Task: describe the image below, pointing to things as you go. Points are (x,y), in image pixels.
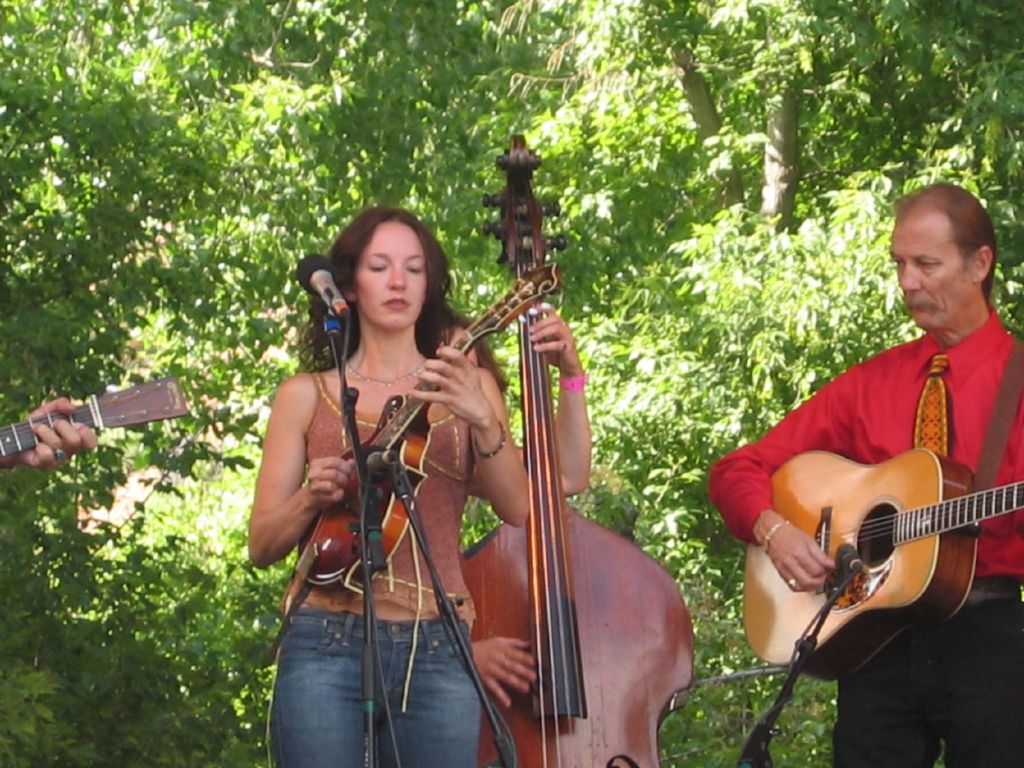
In the image we can see persons (445,657) were standing and holding instruments (879,495). In front (859,553) there is a microphone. In the center (450,386) we can see one woman (457,548) standing and holding mandolin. the background (76,146) we can see trees (581,149).
